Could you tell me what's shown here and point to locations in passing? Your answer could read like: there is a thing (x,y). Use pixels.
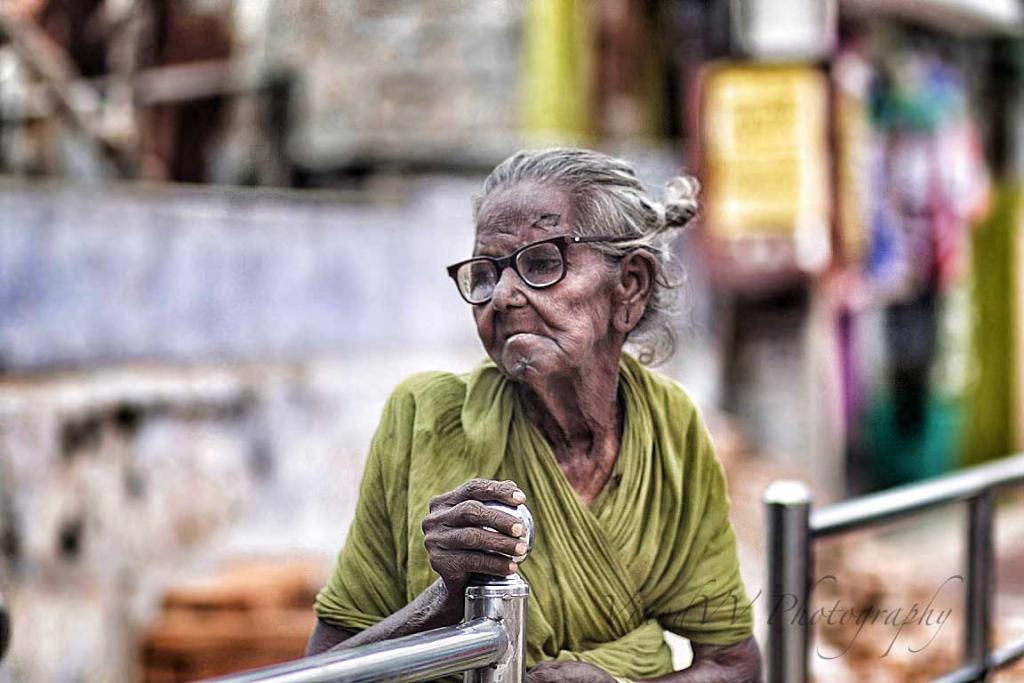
In this image we can see a woman (538,591) standing on the ground (818,588) and holding the barrier poles (815,523).
